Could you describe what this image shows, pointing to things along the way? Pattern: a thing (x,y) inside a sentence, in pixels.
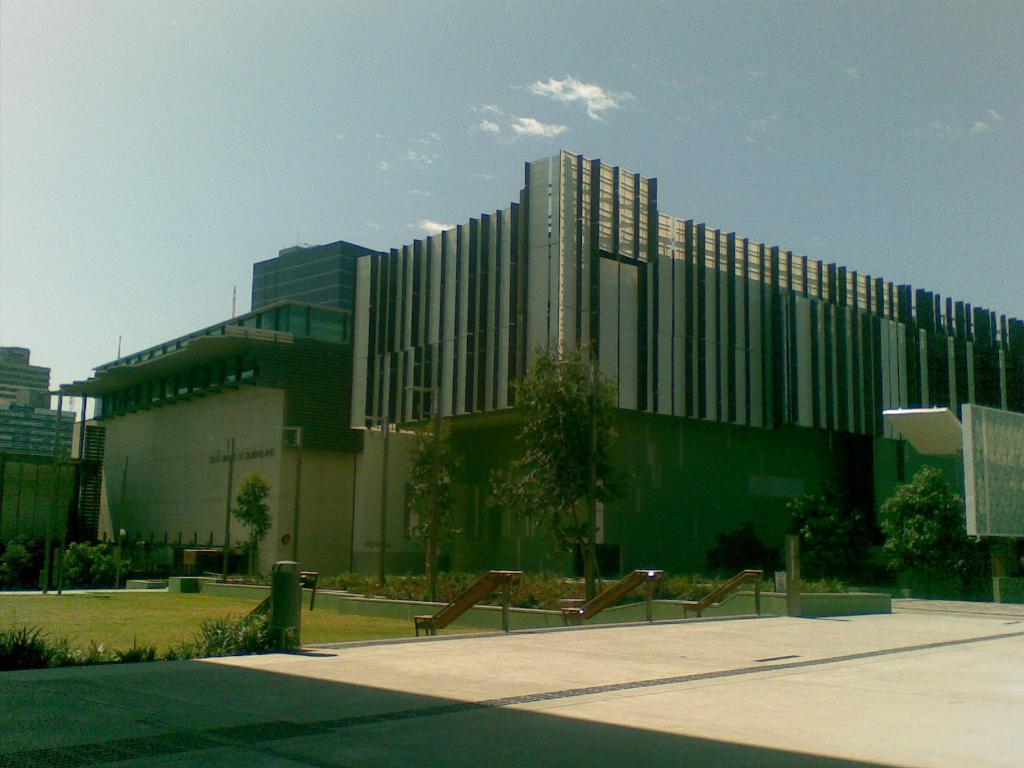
At the bottom of the image (477,658) there is floor (658,667). Behind the floor (432,688) there is a garden (66,641) with grass (157,635) and small plants (263,627) on the ground (399,621). And also there are handrails (582,609). Behind them there are trees (544,504) and also there are buildings (56,507) with walls (502,403) and glasses (649,432). At the top of the image (611,99) there is sky (391,132).
